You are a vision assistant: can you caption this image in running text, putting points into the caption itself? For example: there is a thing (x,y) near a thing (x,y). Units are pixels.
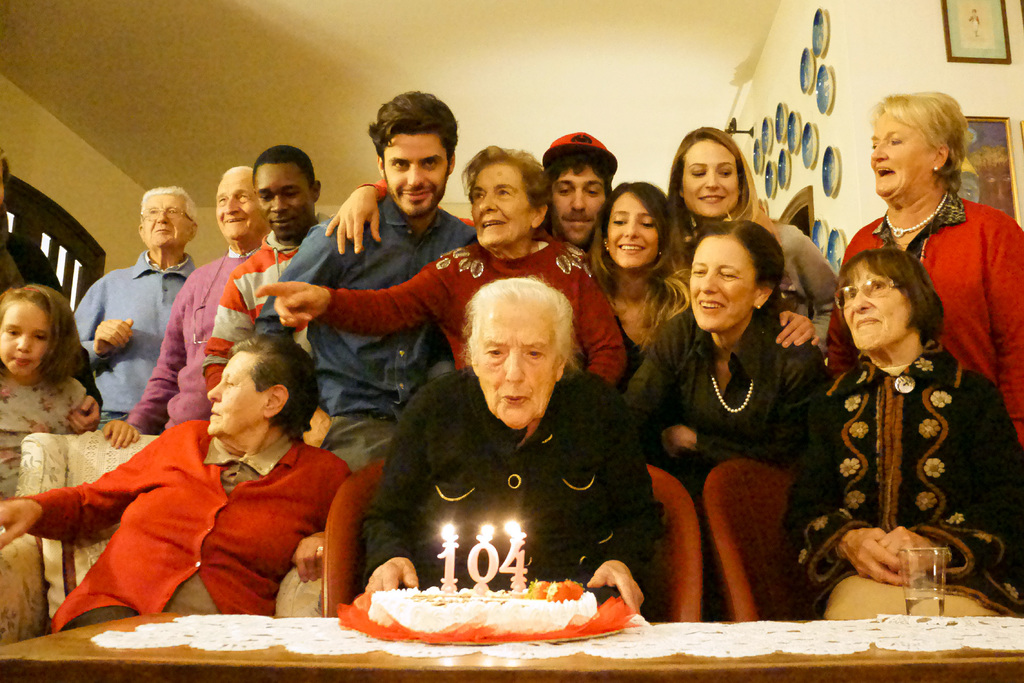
In this image, there are a few people (649,406). We can see a table (758,673) with an object (858,635), a glass (940,552) and a cake (583,601). We can also see some candles (519,568). We can see the wall (901,52) with some objects (836,157) and frames (943,17). We can see the roof (253,156). We can also see an object (75,302) on the left (18,234).
